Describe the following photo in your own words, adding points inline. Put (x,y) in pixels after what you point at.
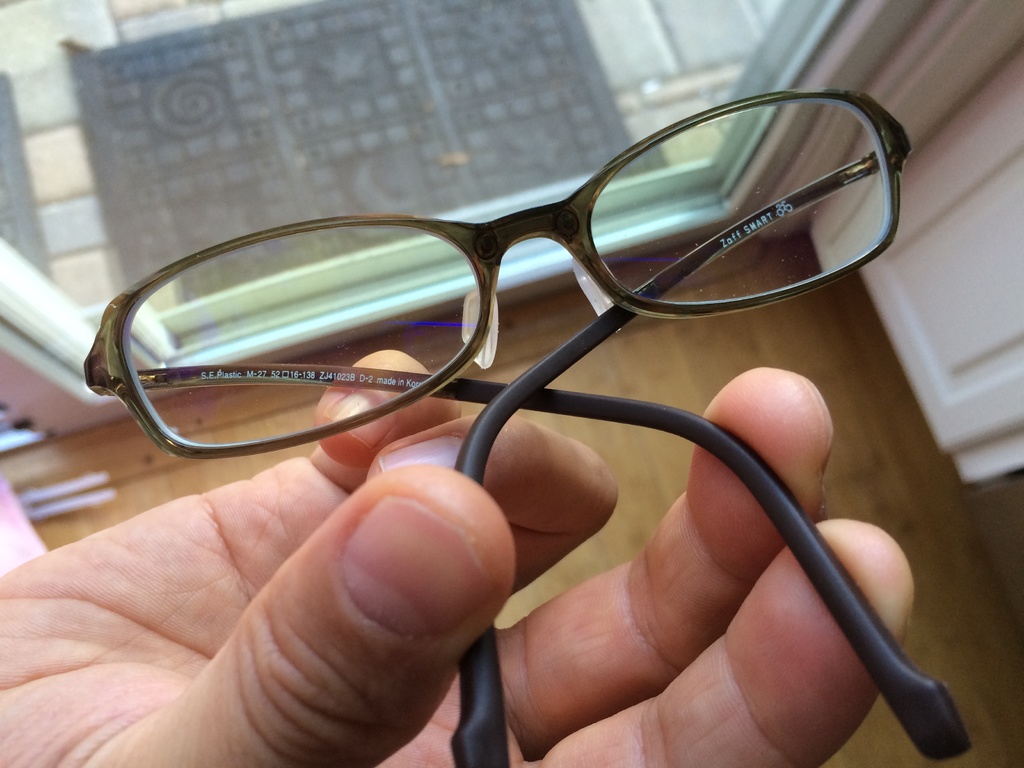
In the image there is a person (256,600) holding glasses (687,200), in the background (309,35) there is a glass door (381,81) and behind it a mat (360,78) on the floor (49,181) and below its wooden floor (915,501).
